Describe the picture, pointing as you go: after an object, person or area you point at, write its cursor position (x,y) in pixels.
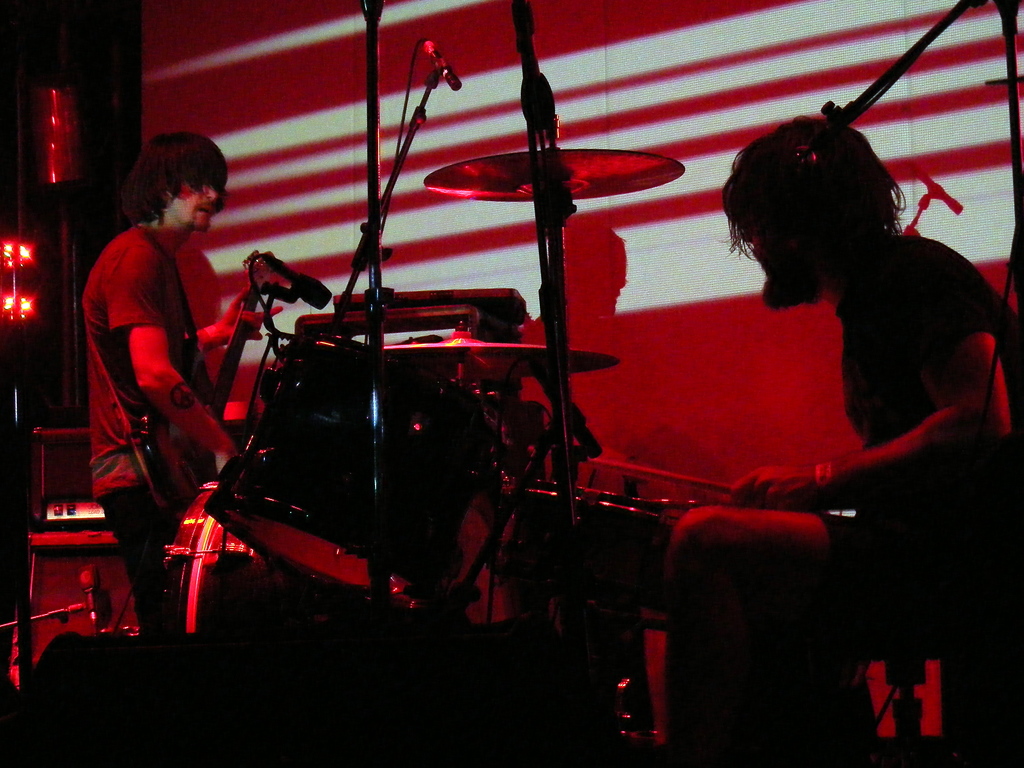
In the foreground of the picture (915,289) there is a person (767,549) playing drums (362,472). In the center of the picture (551,290) there are microphones (268,266). On the left (52,598) there are music control system (71,506), lights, microphone (88,610) and a person (189,346) playing guitar (217,414).
